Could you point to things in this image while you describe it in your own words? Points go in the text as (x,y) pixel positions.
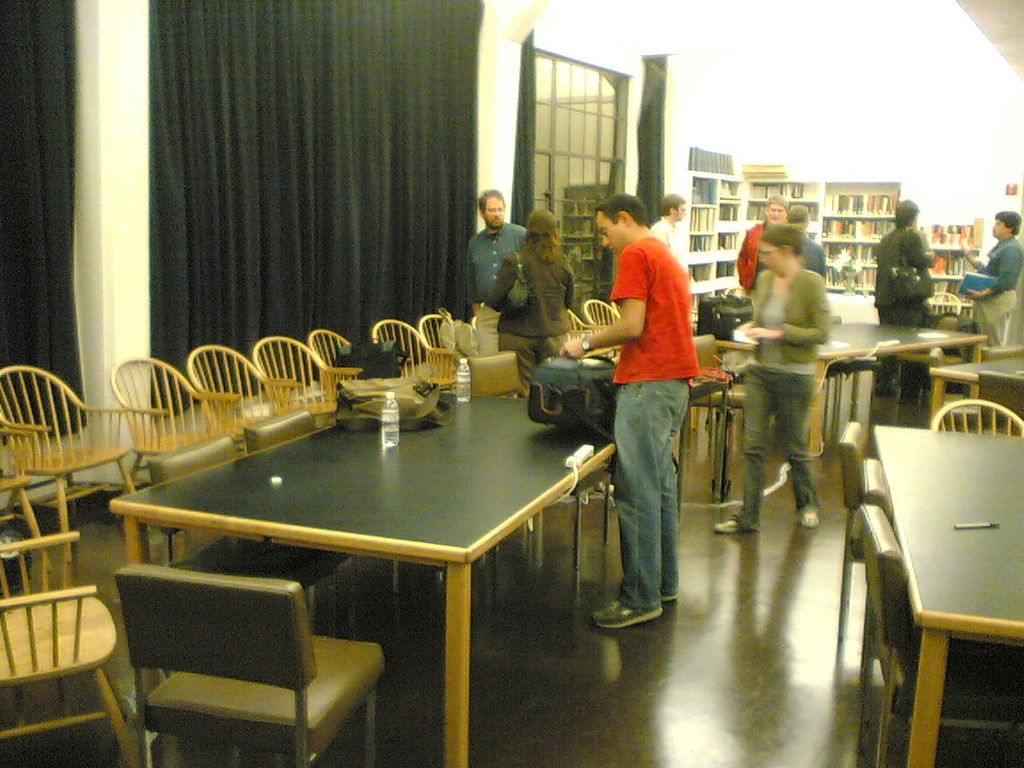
This is a picture taken in a room (689,289), there are a group of people (808,235) standing in front of these people (623,249) there are chairs (262,381) and tables (434,502) on the table (396,505) there are bottle (387,442), bag (442,406), pen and paper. Behind the people (630,269) there is a glass window (565,143), curtain (305,126) and shelf (751,223). In shelf (822,210) there are some books (708,221).
